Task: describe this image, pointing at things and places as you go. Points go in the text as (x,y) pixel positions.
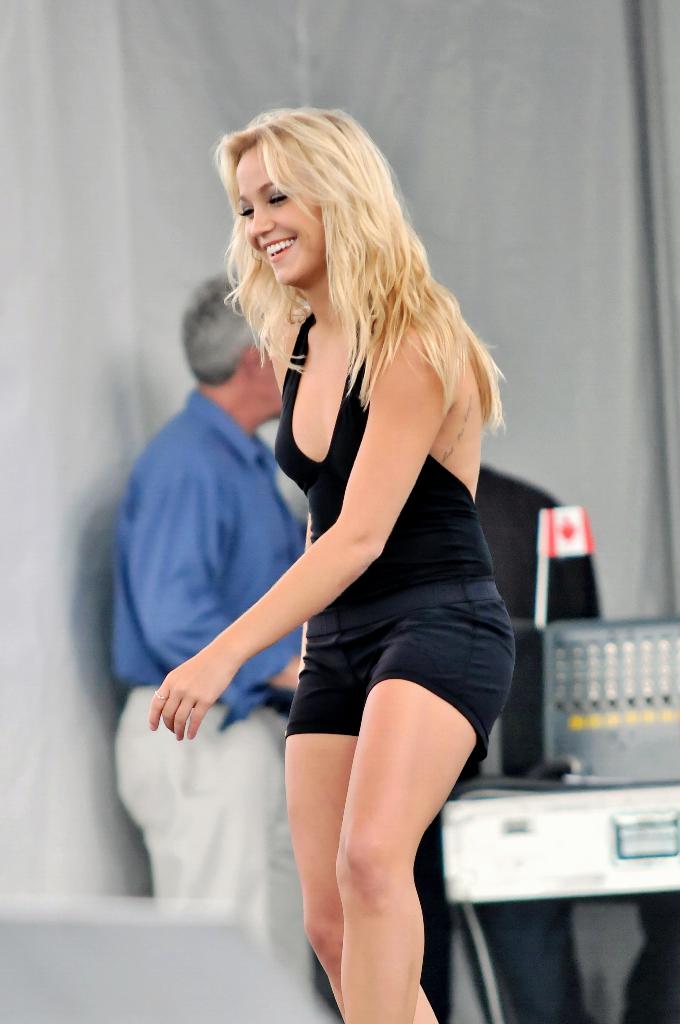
In this picture we can see a woman (294,167) smiling and at the back of her we can see a flag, devices (575,677), two people (199,610) standing and in the background (142,329) we can see curtains (441,44).
